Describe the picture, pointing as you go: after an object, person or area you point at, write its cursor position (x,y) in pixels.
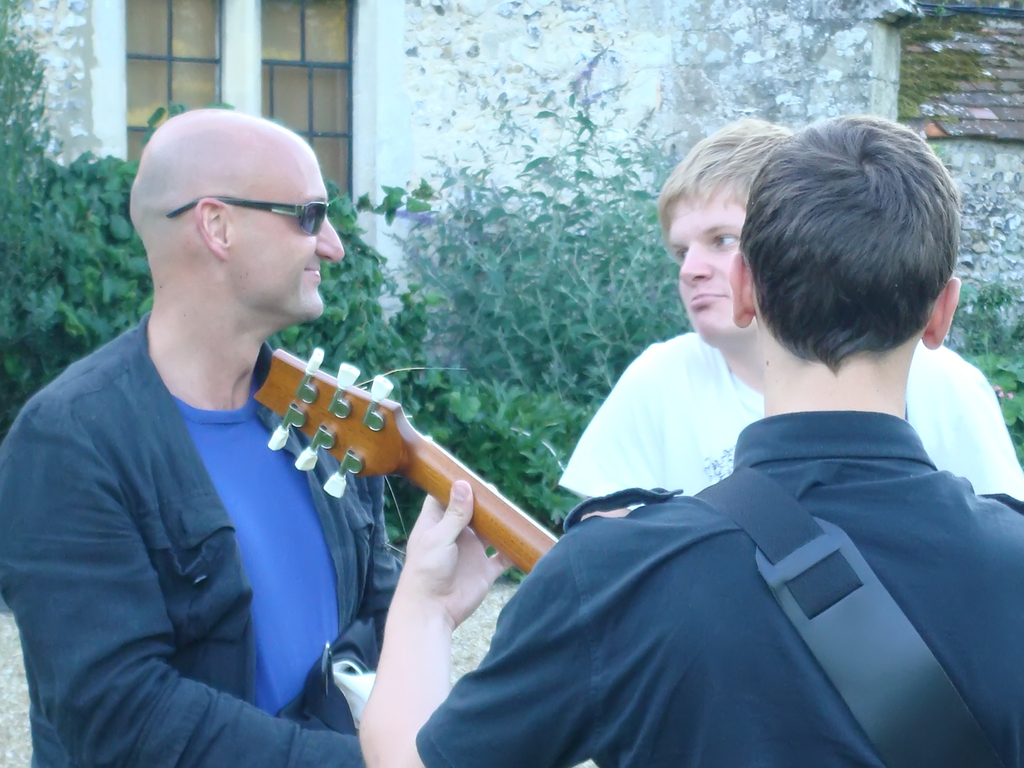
In this picture we can see three persons (309,719). He has goggles (306,206) and he is holding a guitar (413,431) with his hand (457,594). On the background (68,224) we can see some plants (551,269). This is window (296,44) and there is a wall (655,53).
